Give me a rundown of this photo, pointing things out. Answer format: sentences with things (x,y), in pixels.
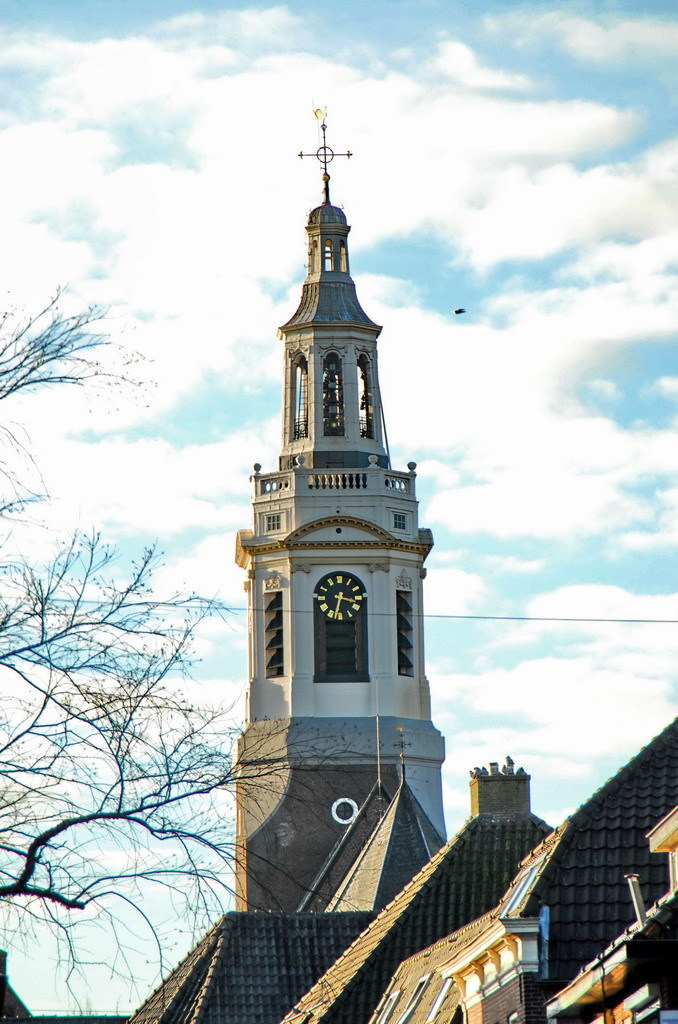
In the foreground (383,678) I can see houses (619,853) and clock tower (341,596). In the background (623,378) I can see the sky (159,286) and tree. This image is taken during a day.
